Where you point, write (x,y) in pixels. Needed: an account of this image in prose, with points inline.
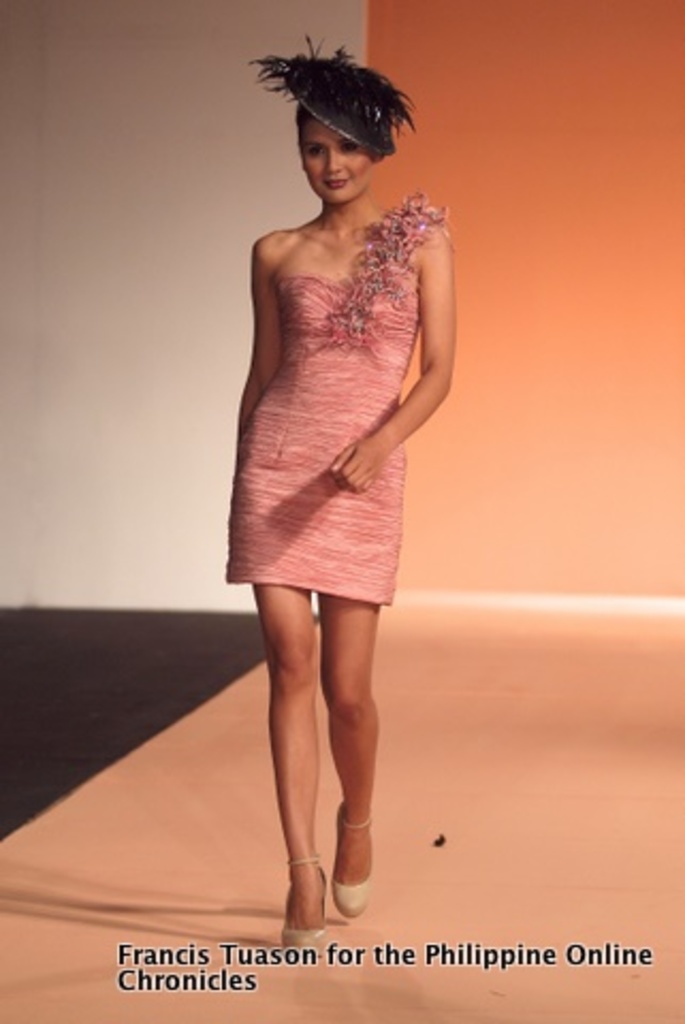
In this image, we can see a lady (301,315) wearing hat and walking on the stage (368,915).
